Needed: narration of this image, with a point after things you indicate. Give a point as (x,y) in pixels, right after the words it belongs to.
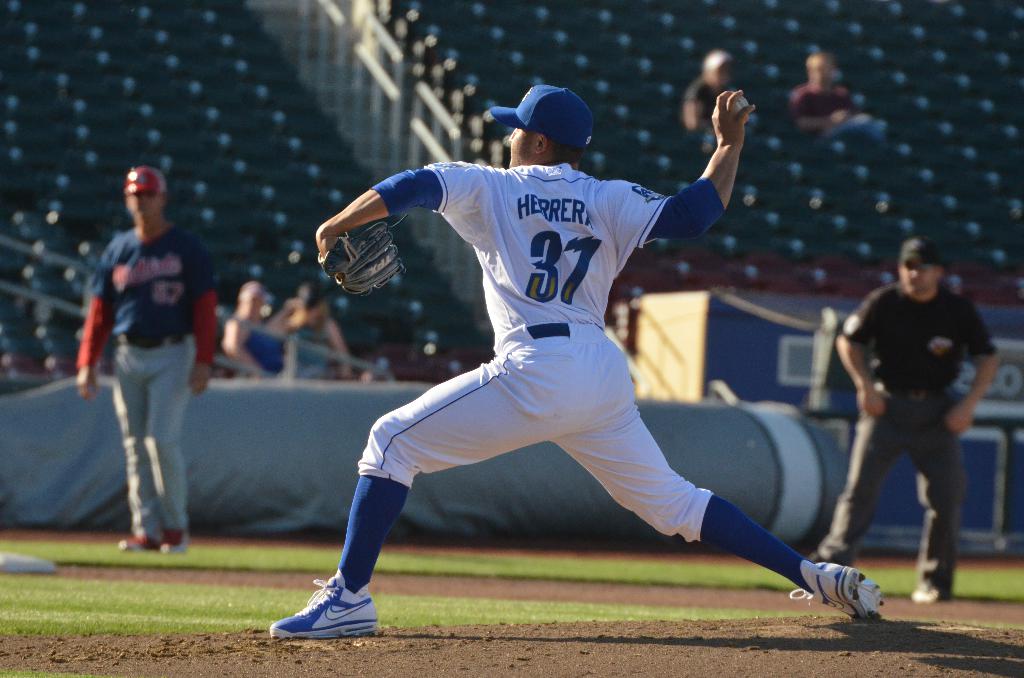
In this image, we can see people (551,397) and are wearing caps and one of them is wearing sports dress (536,380) and wearing a glove (373,263) and holding a ball (740,101). In the background (440,84), there are chairs (583,38) and we can see some other people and some boards (746,390). At the bottom (414,613), there is ground (75,619).
